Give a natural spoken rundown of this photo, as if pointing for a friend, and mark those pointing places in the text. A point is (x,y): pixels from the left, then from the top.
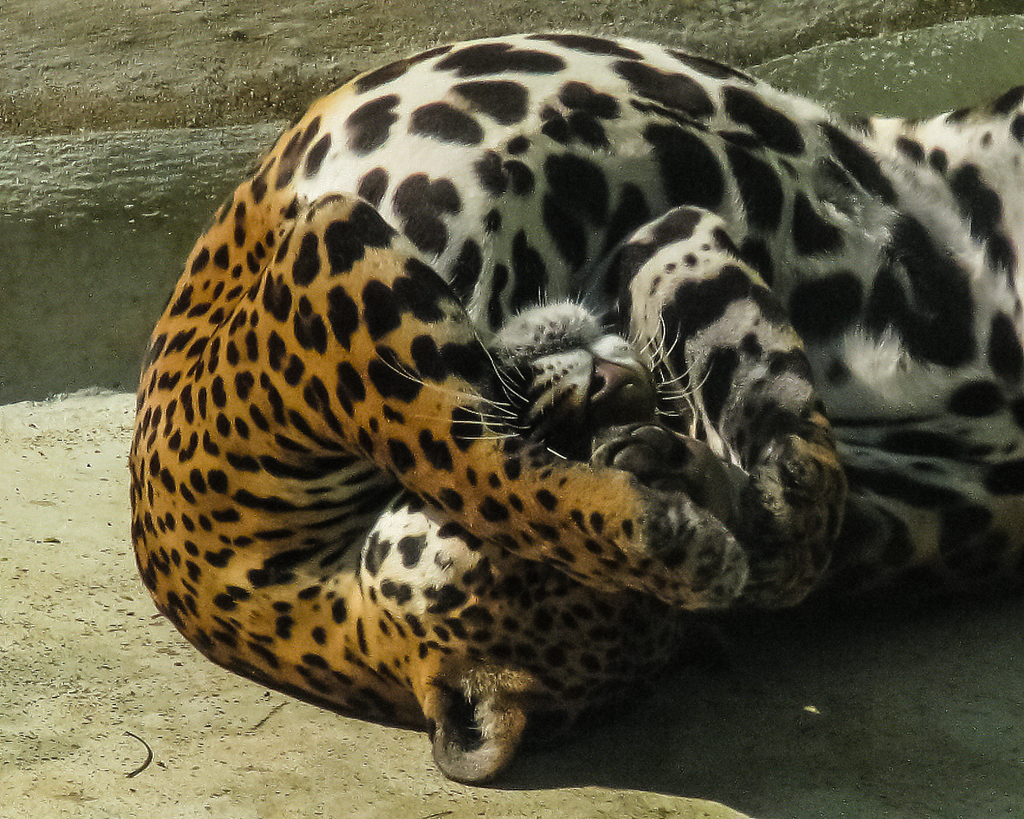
In this image we can see a wild animal (572,284) on the ground (21,550).
